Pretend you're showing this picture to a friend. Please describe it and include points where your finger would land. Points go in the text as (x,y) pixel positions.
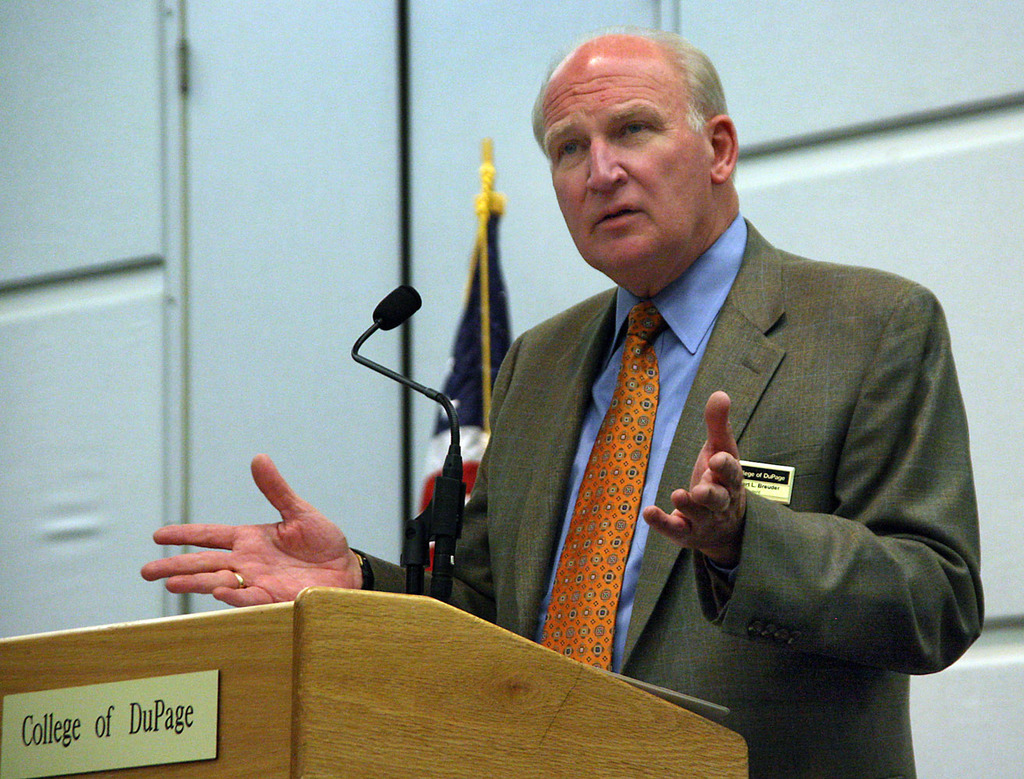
In the center of the image (496,519) we can see a flag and a man (662,377) is standing in-front of the podium (448,675) and talking. On the podium (417,615), we can see a board (88,728), mic (401,312) with stand (450,559). In the background of the image (67,604) we can see the wall (16,543).
